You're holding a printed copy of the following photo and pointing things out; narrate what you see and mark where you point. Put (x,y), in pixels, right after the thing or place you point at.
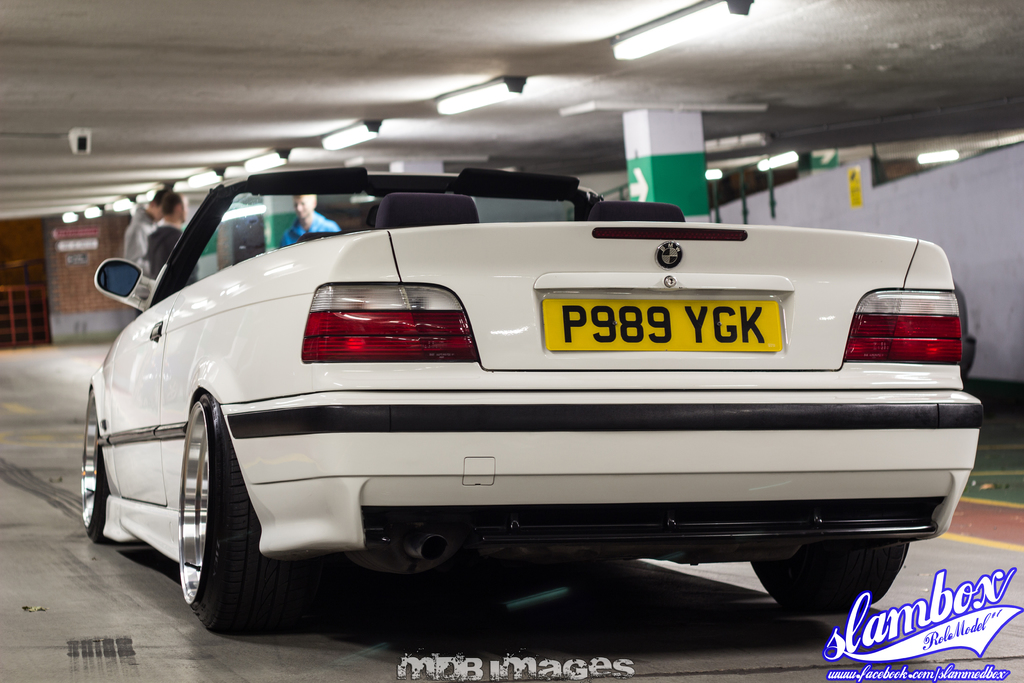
In this image I can see the vehicle (338,363) in white color. Background (77,298) I can see group of people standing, few lights (744,139), pillars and the wall (78,285) is in brown color.
